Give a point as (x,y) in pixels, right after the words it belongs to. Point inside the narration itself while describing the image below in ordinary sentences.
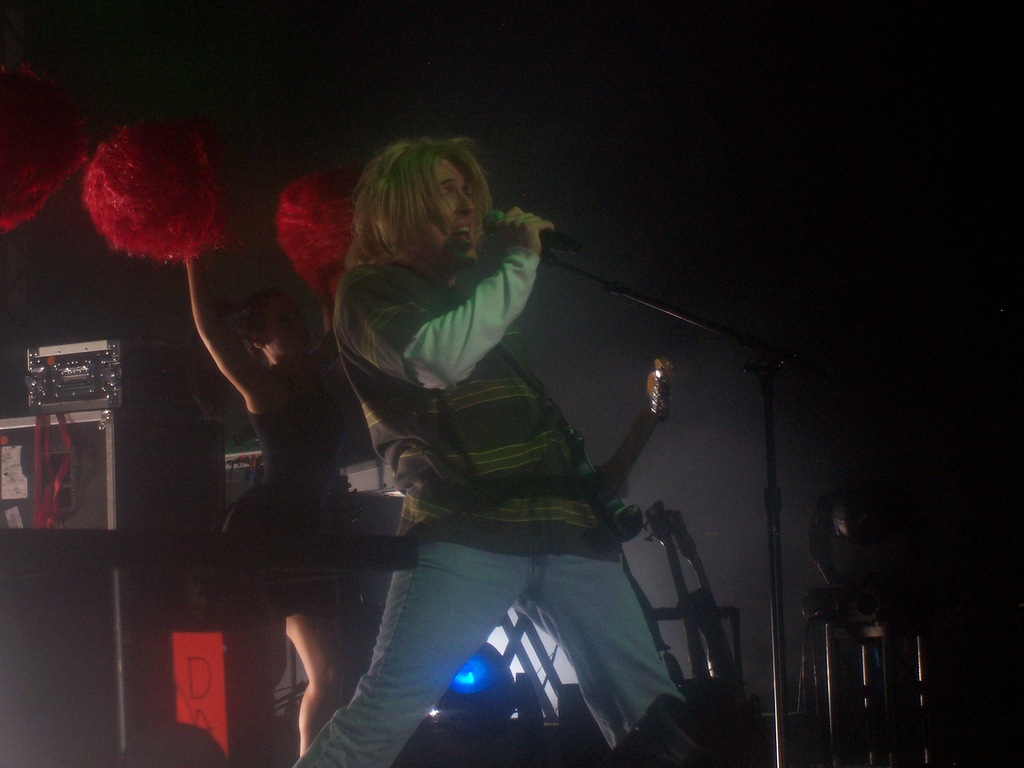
In the picture we can see a man (619,716) standing and singing a song in the microphone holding it and he is with long hair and behind him we can see a woman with black dress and raising her hands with two red color balls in her hands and behind her we can see some music box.
